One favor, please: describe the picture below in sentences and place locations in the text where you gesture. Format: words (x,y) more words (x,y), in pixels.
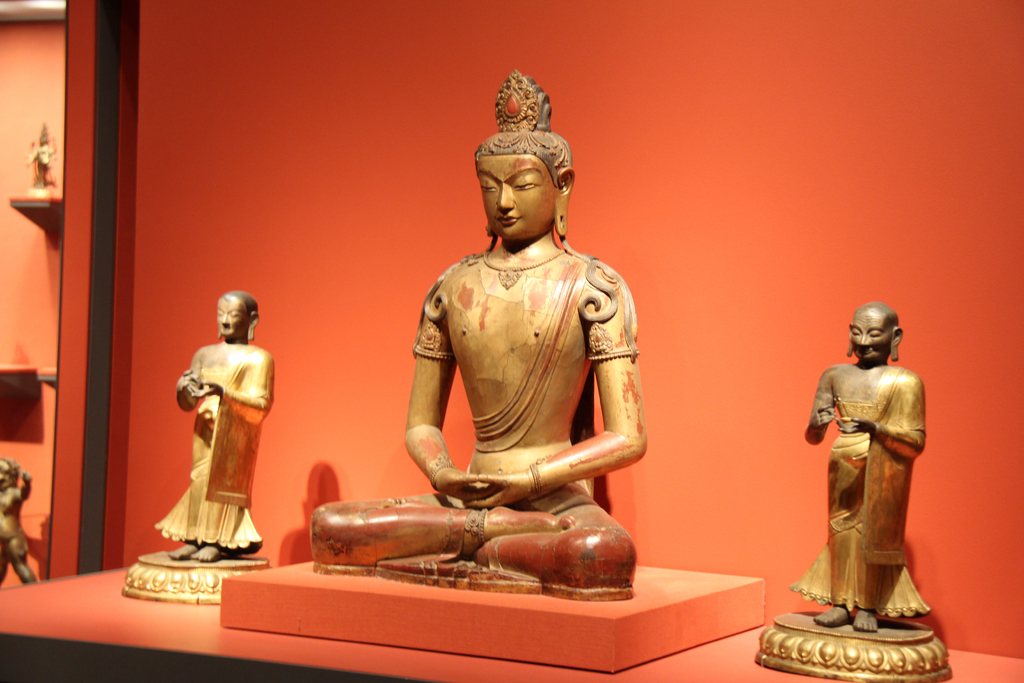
In this picture we can see few sculptures (223,556) and a wall (712,258).
